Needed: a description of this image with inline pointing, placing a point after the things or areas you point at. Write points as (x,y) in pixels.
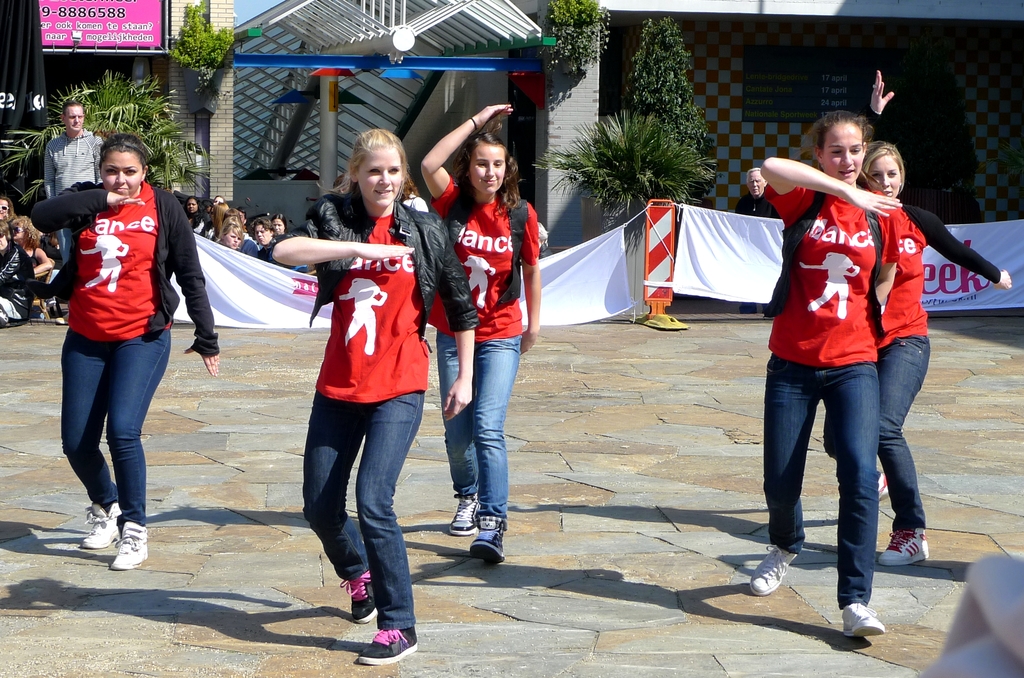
In this image I can see the group of people (489,345) dancing and these people (503,341) are wearing the red, black and blue color dresses (413,317). In the back (245,215) I can see banners (278,267) and few people (17,225) with different color dresses (59,177). I can also see many boards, plants (193,60) and sky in the back (615,138).
